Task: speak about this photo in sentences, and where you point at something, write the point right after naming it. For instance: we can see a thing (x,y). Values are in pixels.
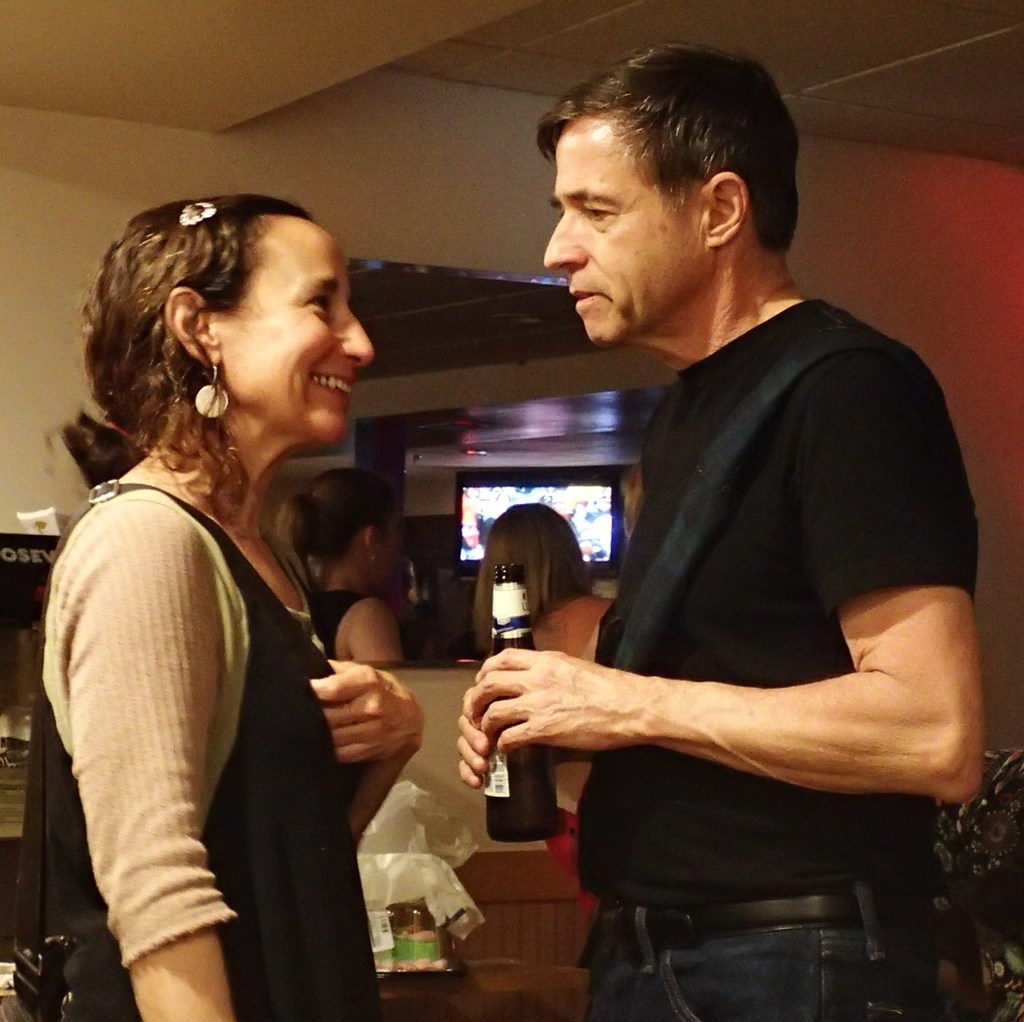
The person (750,562) wearing a black shirt (749,543) is holding a drink (506,756) in his hand (529,723) and there is a woman (283,810) wearing black dress (268,798) in front of him and there are two women's (485,592) beside him.
